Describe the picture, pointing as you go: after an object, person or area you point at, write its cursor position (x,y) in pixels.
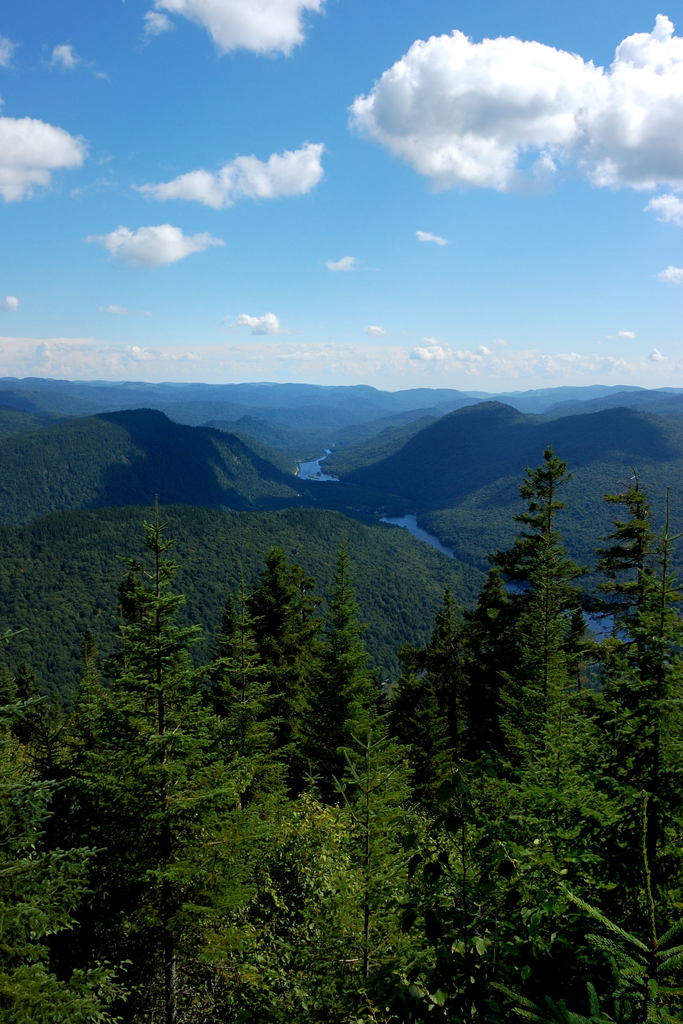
In this image there are trees (394,636), mountains (387,494), in the middle of them there is a water flow (437,549). In the background (339,320) there are the sky (295,237) and clouds (300,179).
